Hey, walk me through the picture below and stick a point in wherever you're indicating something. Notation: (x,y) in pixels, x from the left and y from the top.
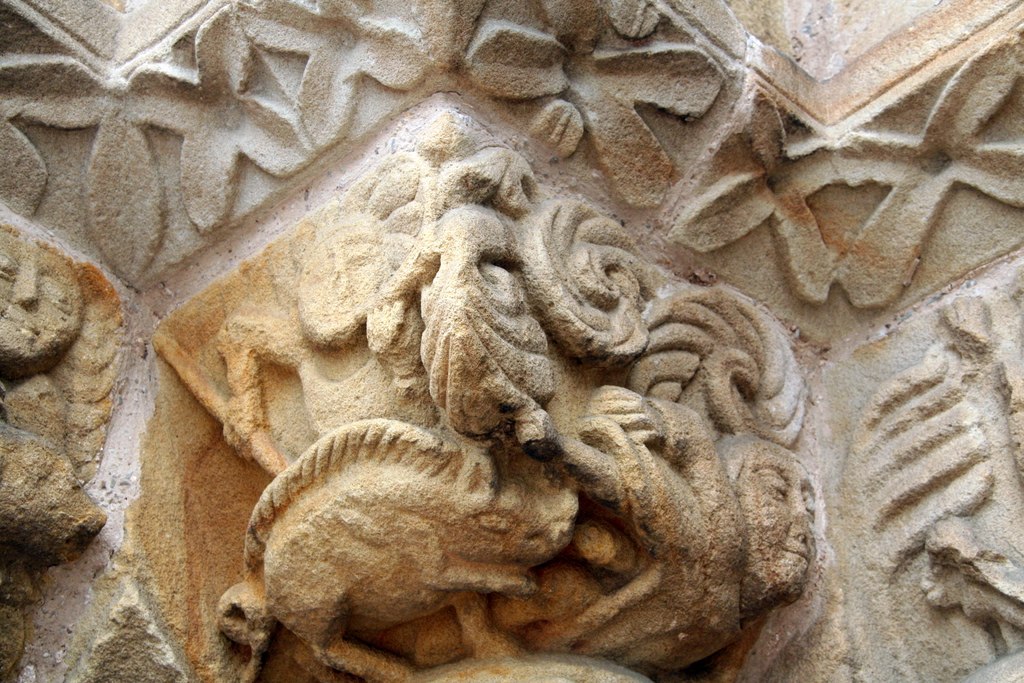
In this image we can see a wall (271,286) with a design (587,311).
